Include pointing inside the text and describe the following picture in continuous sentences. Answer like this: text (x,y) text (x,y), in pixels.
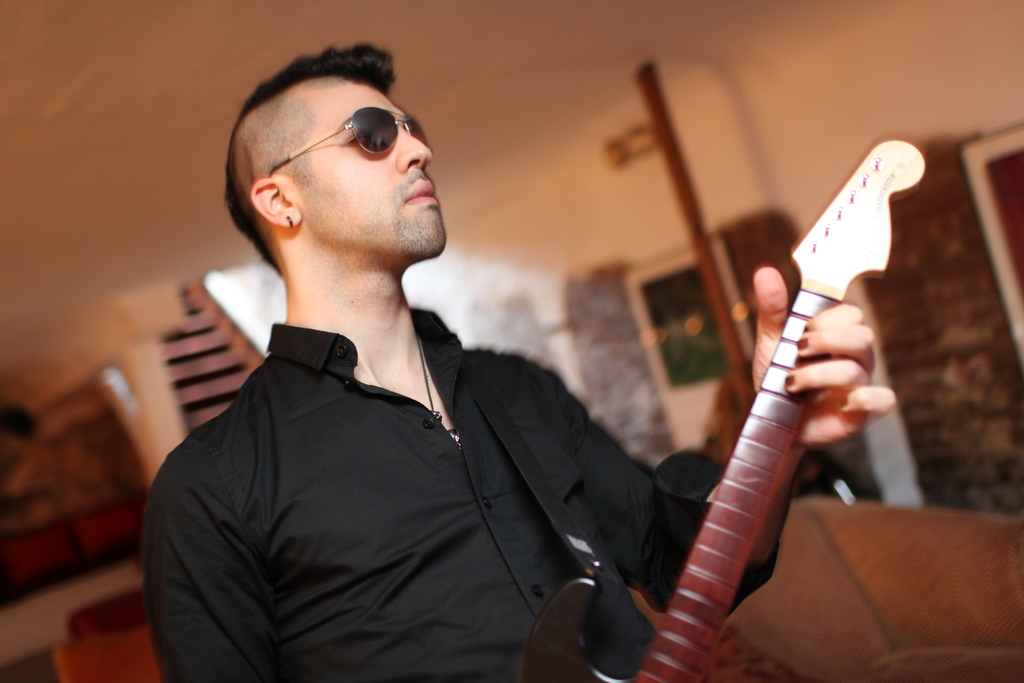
In this image I can see a man (561,461) in the front (321,382) and I can see he is holding a guitar (733,471). I can also see he is wearing black colour shirt (362,522) and black shades (386,137). I can also see this image is little bit blurry in the background (612,242).
